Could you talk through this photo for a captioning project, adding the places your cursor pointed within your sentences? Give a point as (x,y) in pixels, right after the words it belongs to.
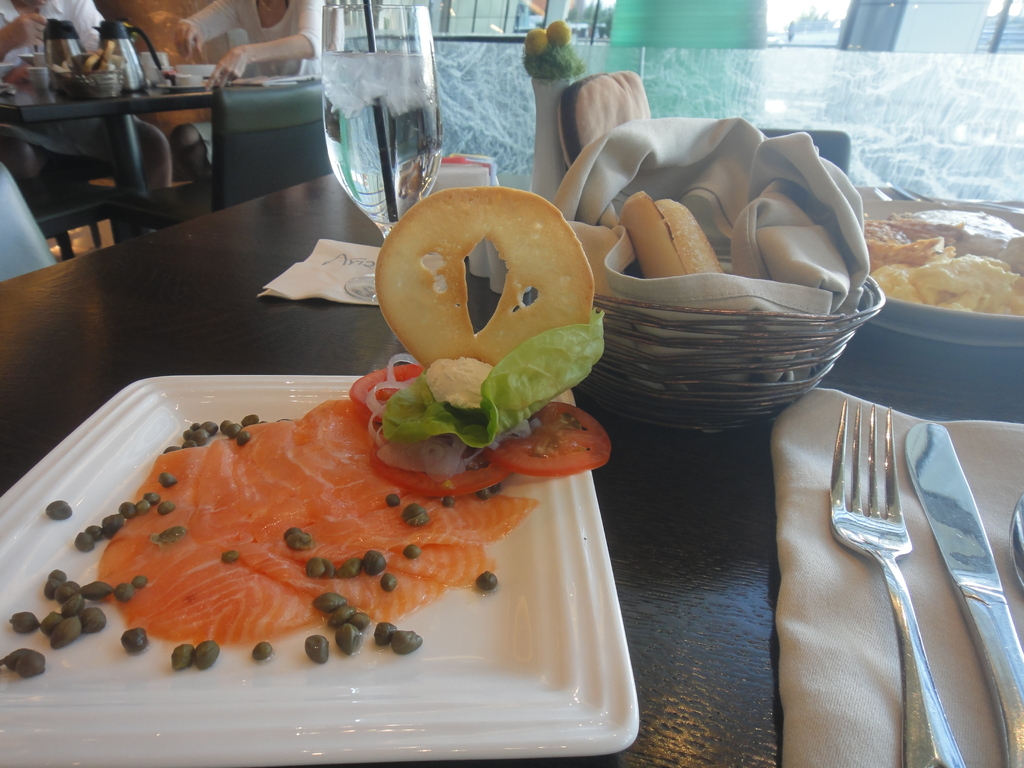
In this image we can see so many food items (950,281) are kept on a brown color table (115,326). Right side of the image (890,593) knife (974,606), fork (888,589) and napkin (854,621) is there. top left corner of the image (42,27) people (7,64) are sitting and eating.
